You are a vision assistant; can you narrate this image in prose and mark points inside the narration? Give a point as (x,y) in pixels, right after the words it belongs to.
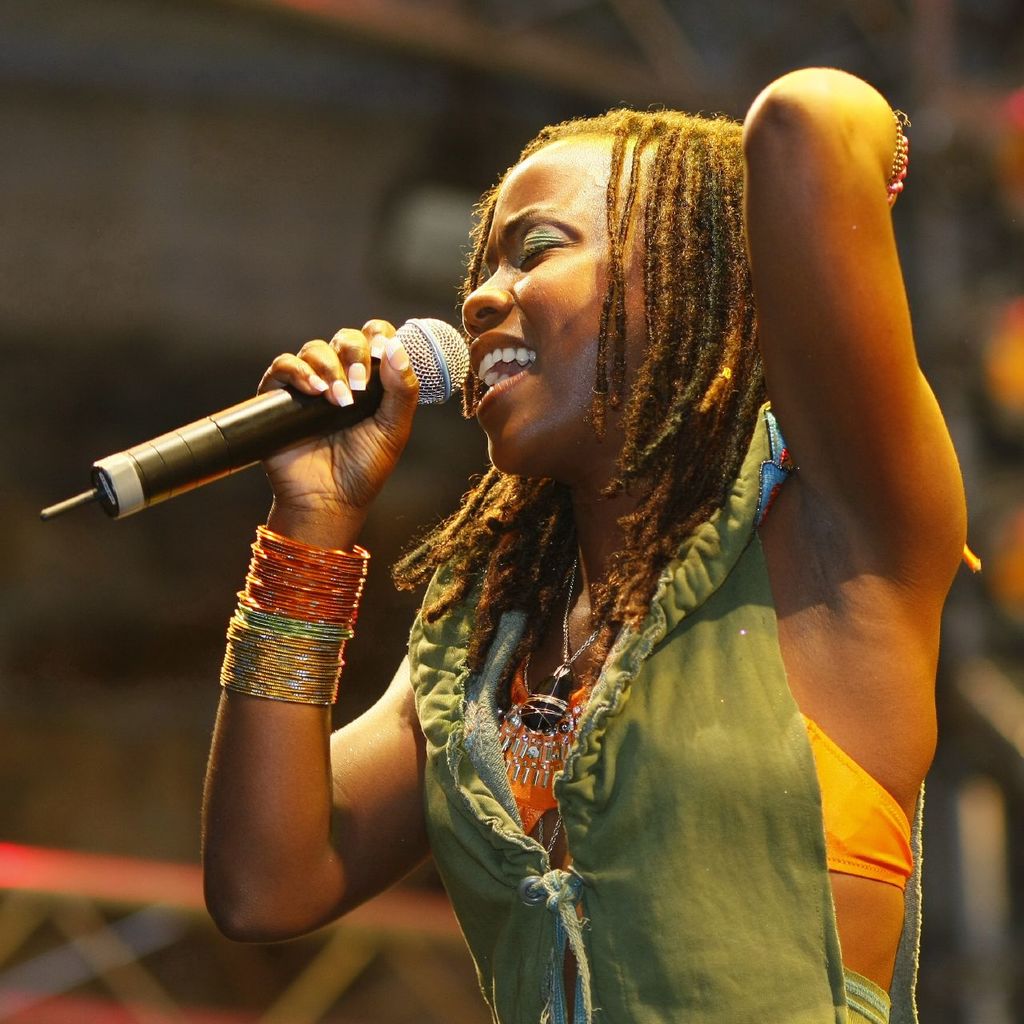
In the center (537,633) we can see a lady (613,811) she is singing and holding the microphone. We can see her mouth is open.
